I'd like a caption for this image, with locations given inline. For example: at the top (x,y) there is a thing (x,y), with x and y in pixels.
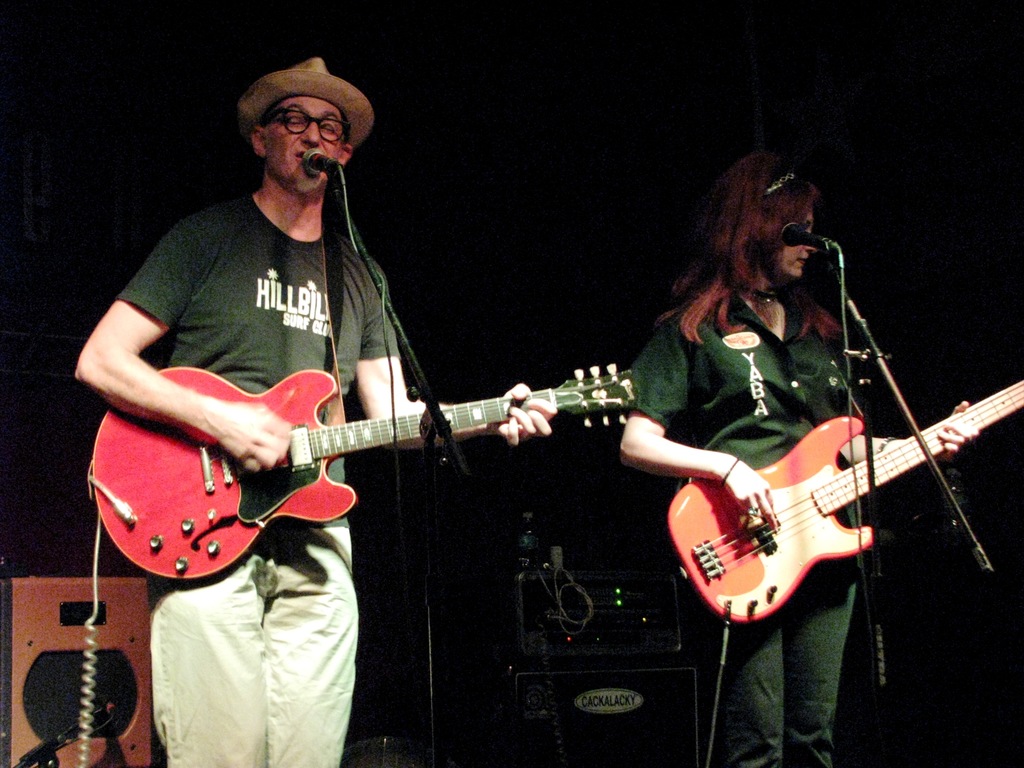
In this image we can see a man (272,365) and woman (789,679) standing on the stage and playing the guitar (239,504) in their hands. In the background (527,595) we can see a speaker box (651,679) and water bottle (520,556).
